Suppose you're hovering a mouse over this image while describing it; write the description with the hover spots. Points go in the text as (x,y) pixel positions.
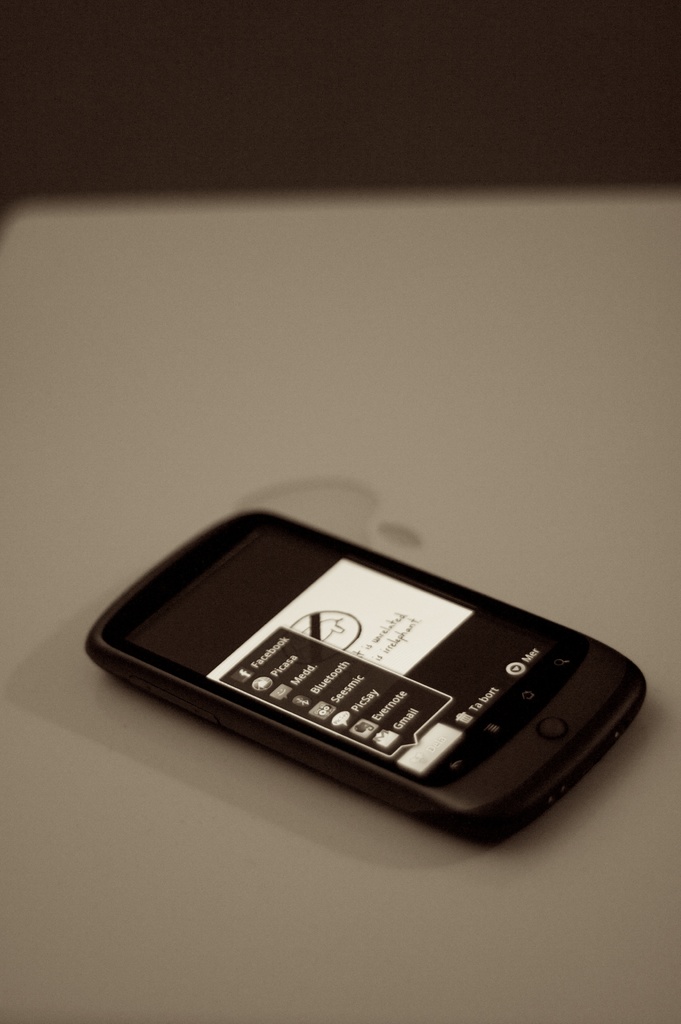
In this image, in the background (274,483) it seems like a laptop (343,919) on that there is a mobile (405,697).
